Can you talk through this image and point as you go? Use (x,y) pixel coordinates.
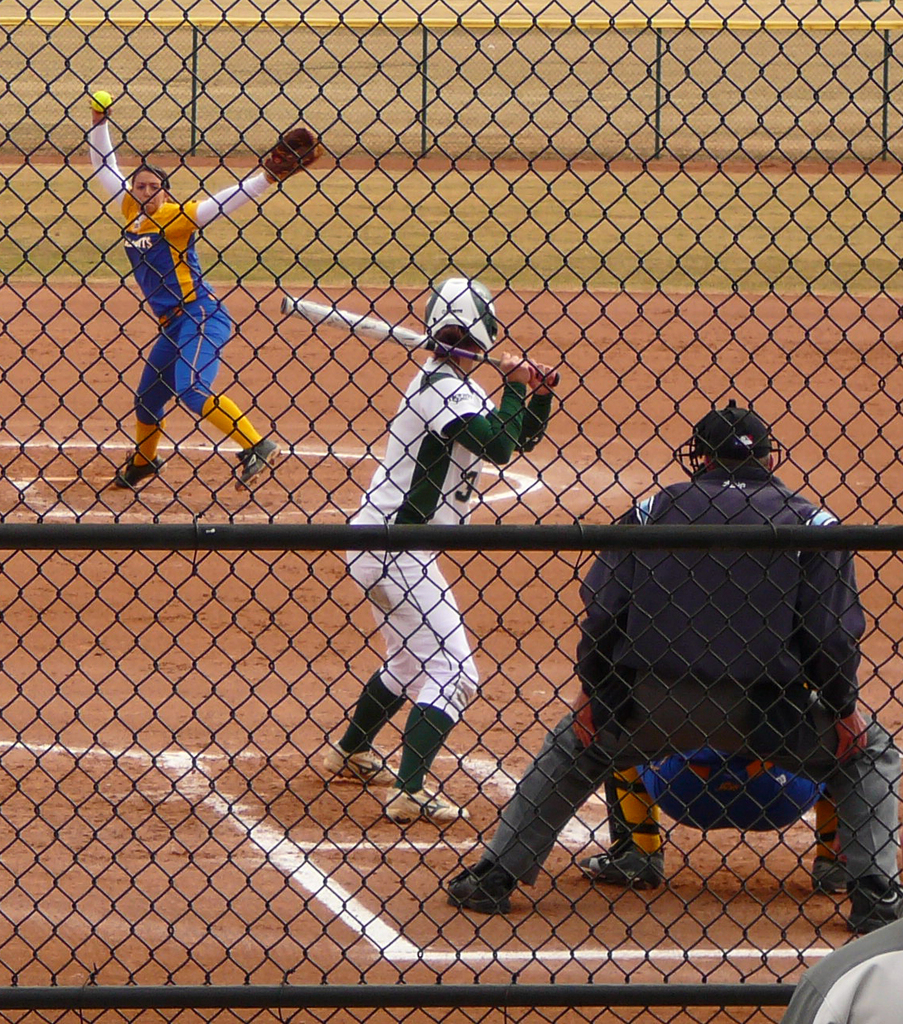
A person (463,433) is standing holding bat (468,356) in the ground (356,670), another person (147,219) is holding ball (100,111).
